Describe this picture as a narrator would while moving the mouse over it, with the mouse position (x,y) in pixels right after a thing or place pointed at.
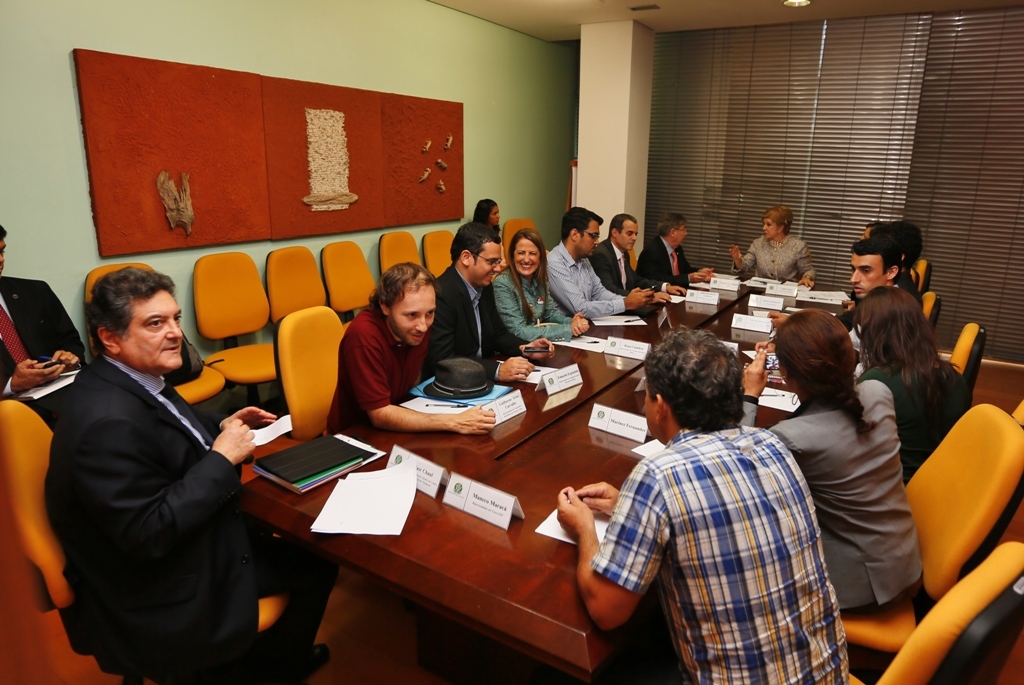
This is a picture taken in a room (406,349), there are a group of people (809,424) sitting on a chair (911,486) in front of these people (816,448) there is a table (472,556) on the table (448,565) there are books (310,450), paper (388,496), name boards (428,488) and hat (464,383). Behind the people (398,406) there is a wall (471,74).
